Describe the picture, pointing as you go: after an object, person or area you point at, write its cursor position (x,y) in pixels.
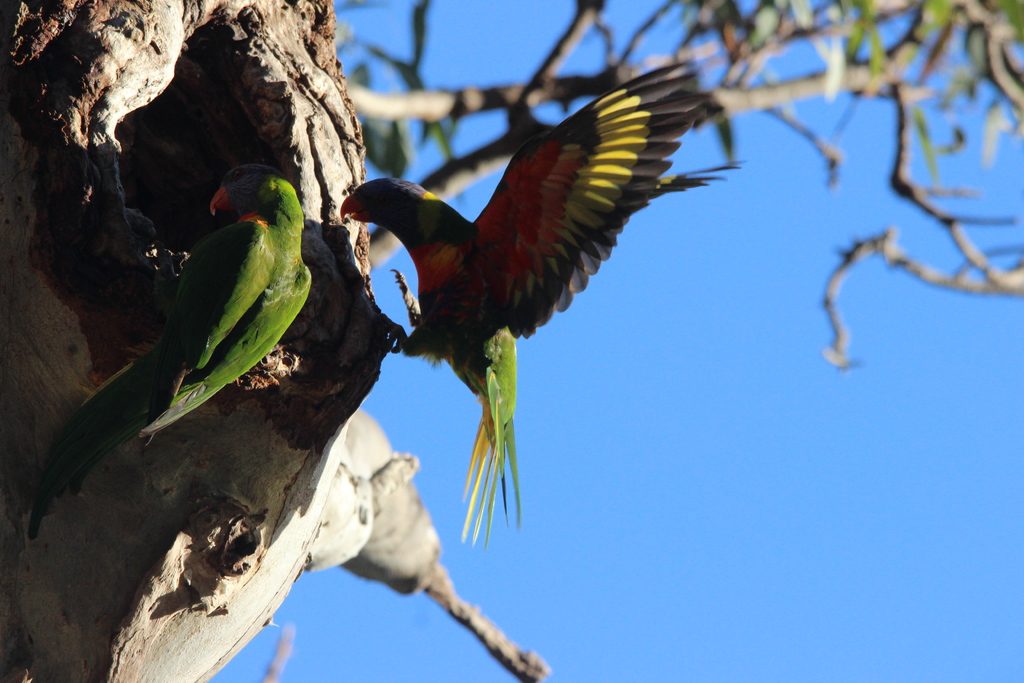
In this image we can see two parrots (400,276) on a tree (330,121), also we can see the sky (798,483), and the background (727,659) is blurred.
